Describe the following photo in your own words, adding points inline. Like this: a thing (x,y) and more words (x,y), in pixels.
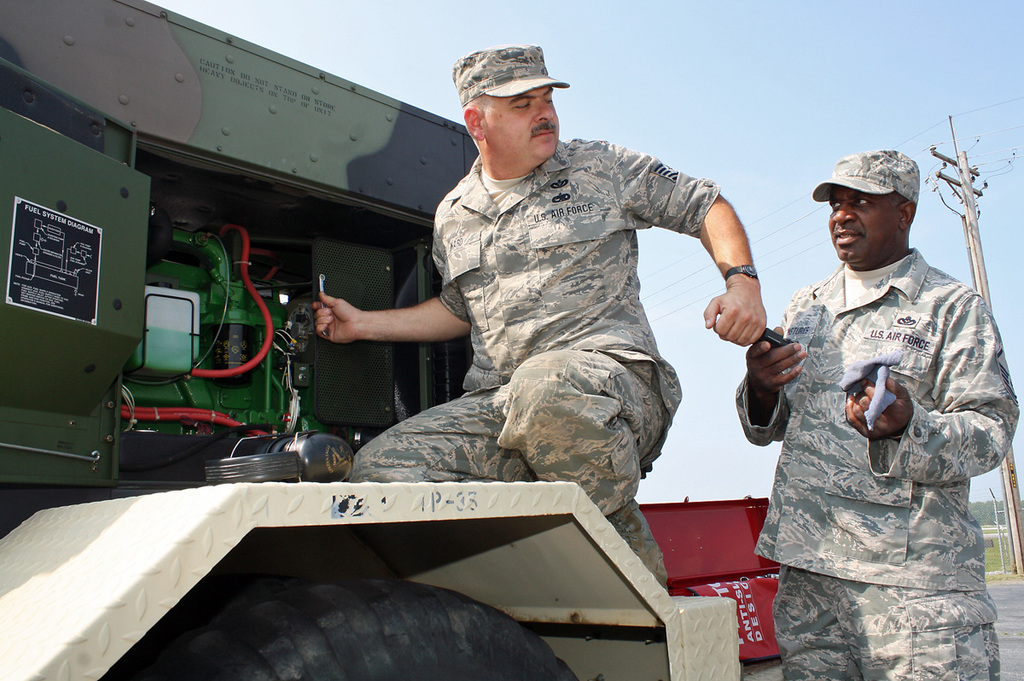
In the center of the image (343,264) we can see one vehicle (475,483). On the vehicle (359,302), we can see wires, tools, one banner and one person (533,345) is wearing a cap (502,65) and holding some objects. On the right side of the image (870,535) we can see one person (900,428) standing and he is wearing a cap (857,170) and holding some objects (854,381). In the background (757,16) we can see the sky (958,130), trees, poles (1020,541), wires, grass (992,548) etc.
